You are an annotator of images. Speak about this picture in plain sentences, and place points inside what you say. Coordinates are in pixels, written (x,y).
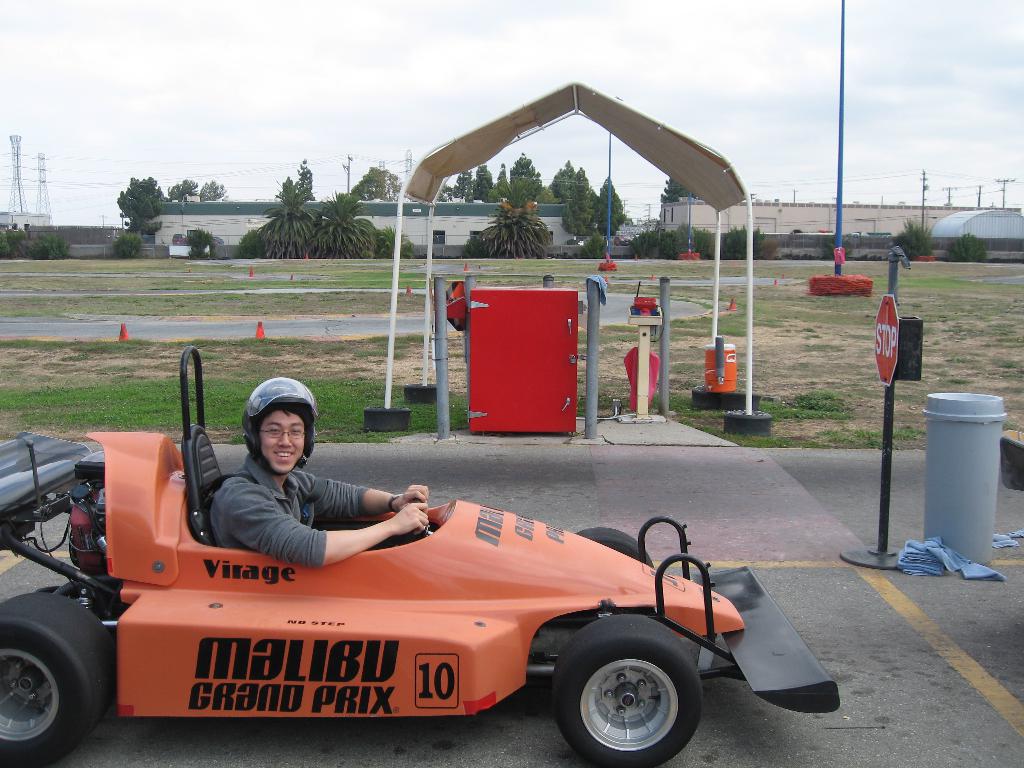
In this image I see a car (358,612) and I see a man (294,511) who is sitting and I see that he is smiling and I see the road (579,508) and I see a board (881,333) on which there is a word (895,343) which says "STOP" and I see white color thing (925,470) over here and I see the cones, grass (1023,321), few rods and in the background (243,203) I see the buildings (559,209), towers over here and I see the trees (512,216) and I see the sky (1011,80).
